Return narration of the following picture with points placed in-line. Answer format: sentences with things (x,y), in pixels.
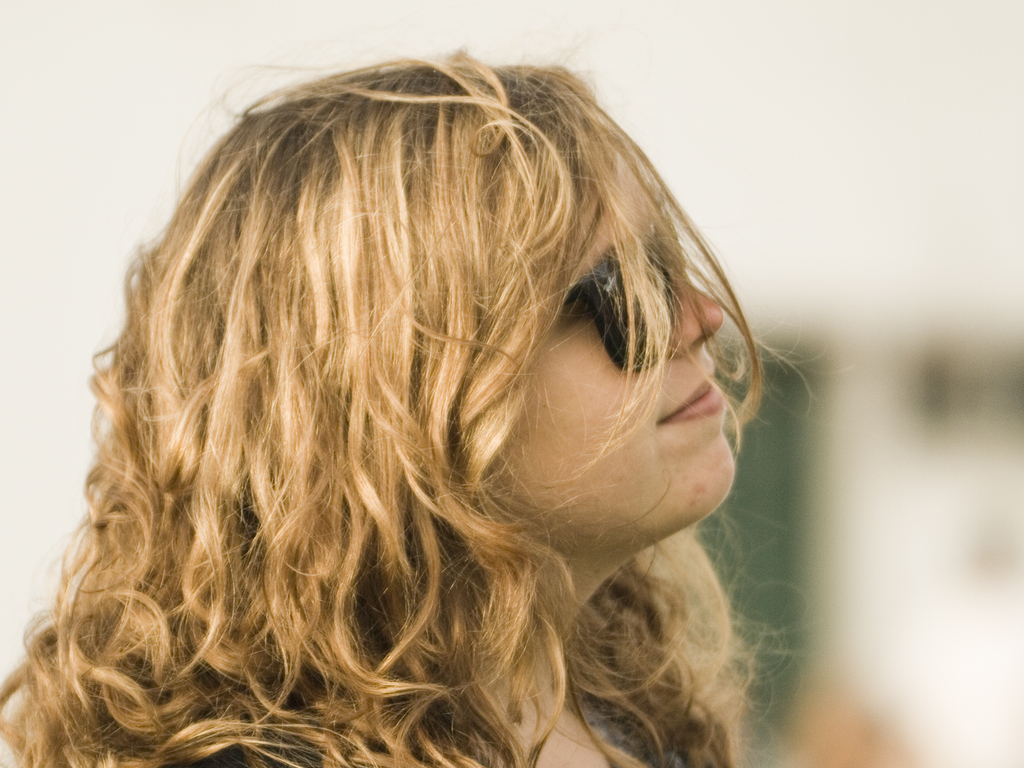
In this image there is women (534,130), she is wearing sun glasses (616,292) the background (837,55) is blur.
